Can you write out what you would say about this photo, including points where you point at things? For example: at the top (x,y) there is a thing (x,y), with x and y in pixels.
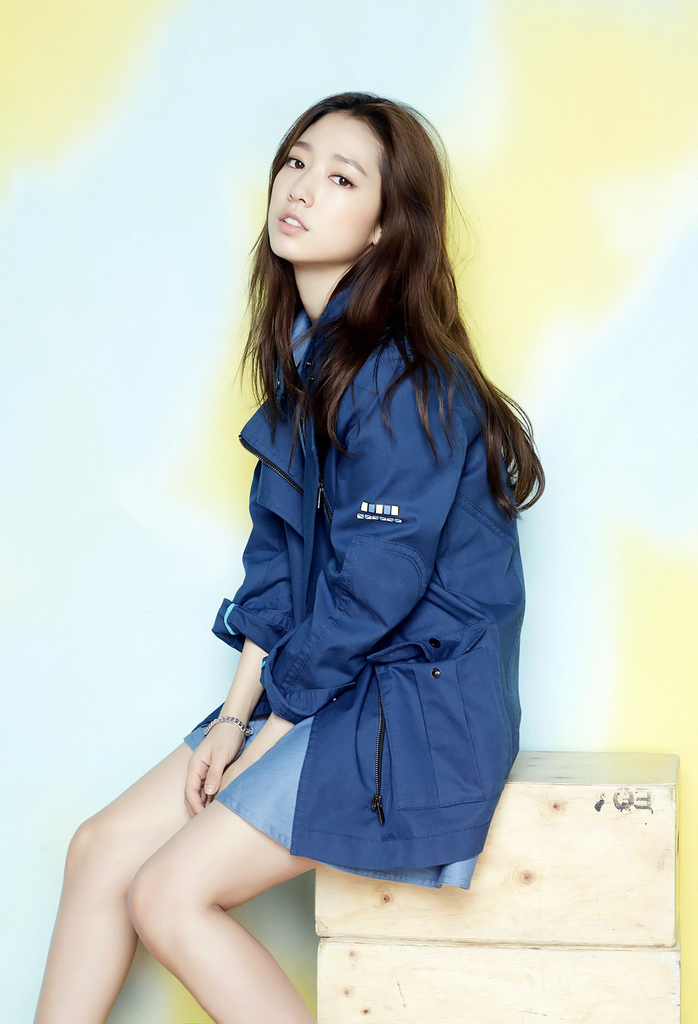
In this picture we can see a woman (352,632) is sitting on an object (431,958). Behind the woman (374,471), it looks like a wall (499,180).
